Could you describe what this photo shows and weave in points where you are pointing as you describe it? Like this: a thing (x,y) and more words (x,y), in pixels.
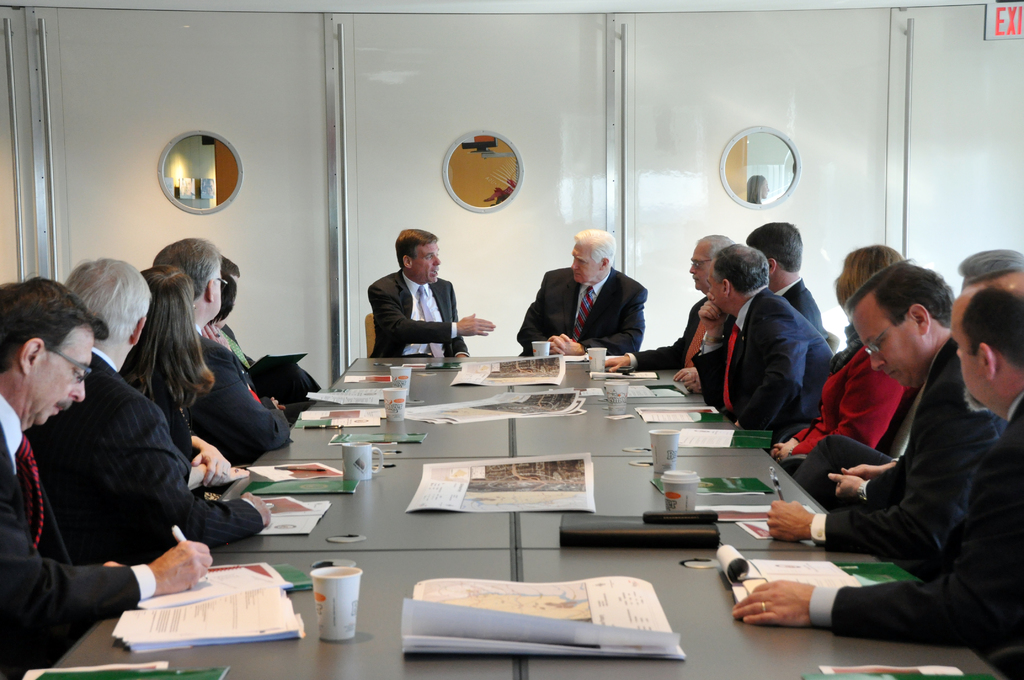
In this image there are group of people (60,474) sitting on the chairs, and there are papers (594,644), cups (624,396) and some other objects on the table (253,648), and in the background (312,215) there are boards (667,217) and some other objects (478,198).
